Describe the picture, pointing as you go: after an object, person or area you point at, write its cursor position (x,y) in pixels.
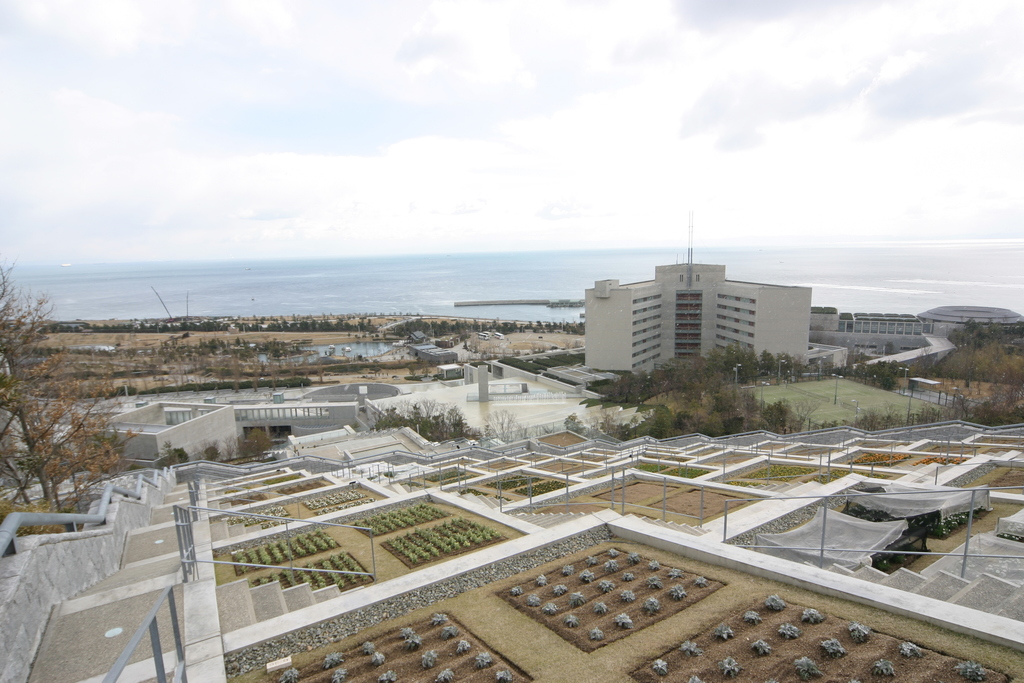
In this picture we can see plants (289,573) on the ground (390,606), steps (884,575), clothes (828,537), railings (126,652), poles (907,390), trees (938,415), buildings (141,434), water (330,287), some objects (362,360) and in the background (555,107) we can see the sky (640,83) with clouds (497,211).
